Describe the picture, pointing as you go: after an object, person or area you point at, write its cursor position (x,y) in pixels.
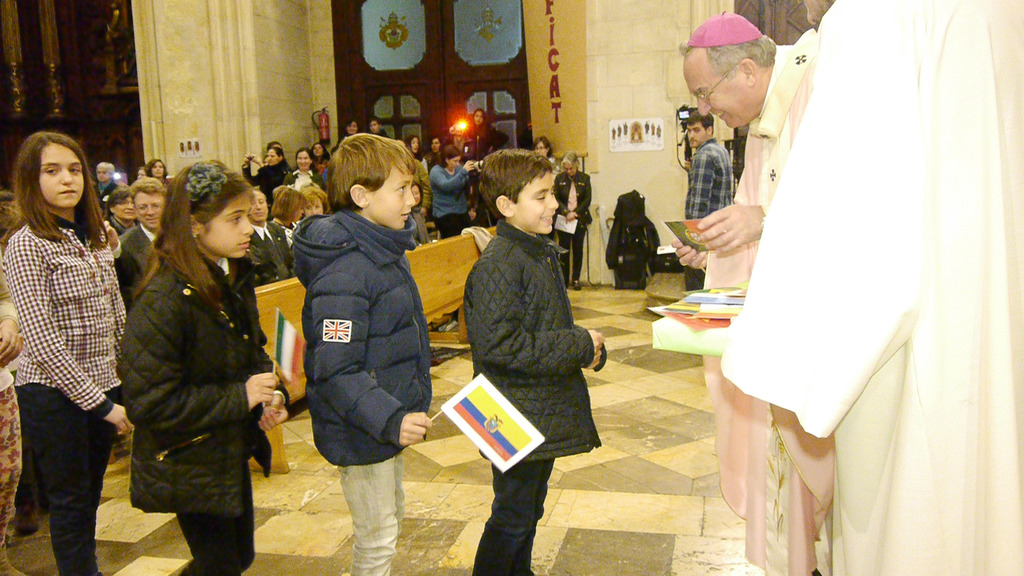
In this image, I can see few people (389,255) standing and few people (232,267) sitting. I can see two kids (357,373) holding the flags (287,340). This is a door (511,105). I can see a fire extinguisher (321,124), which is attached to a wall (297,115). This looks like a poster (634,137). This is the floor (646,375). I can see an object (627,268), which is black in color. On the right side of the image (866,360), I can see another person (906,300) standing.
